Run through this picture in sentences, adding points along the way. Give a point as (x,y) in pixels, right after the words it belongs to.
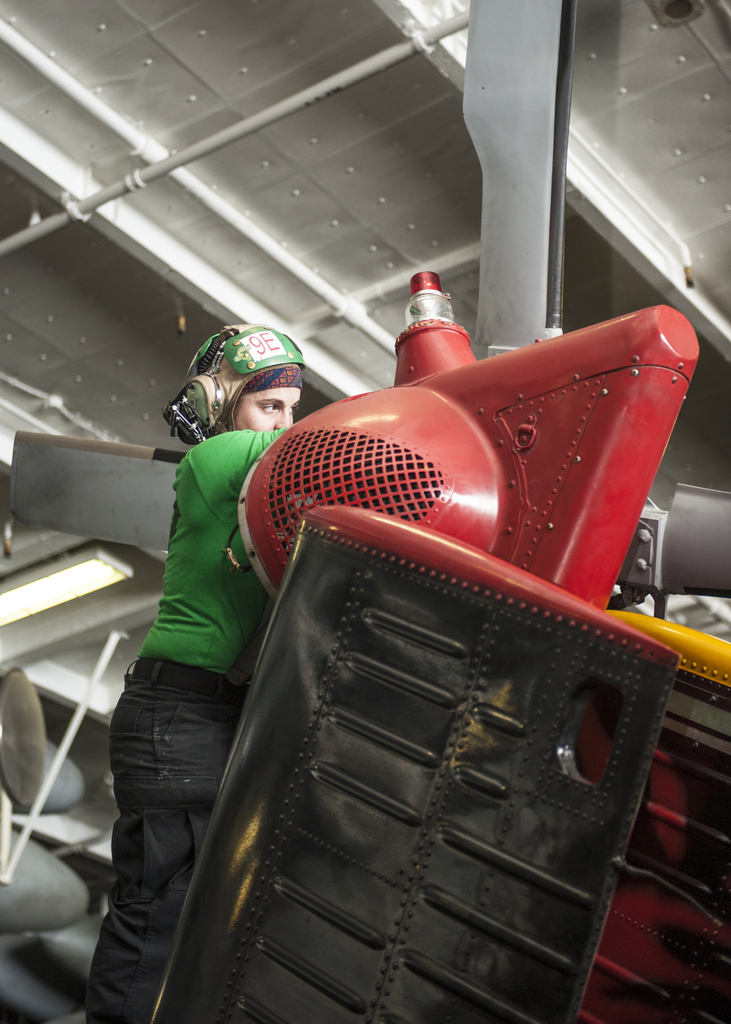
In this picture we can see a person (238,704), and the person (179,657) wore a helmet (257,341), in front of the person (280,429) we can find machinery (487,680) and few metal rods (91,690).
